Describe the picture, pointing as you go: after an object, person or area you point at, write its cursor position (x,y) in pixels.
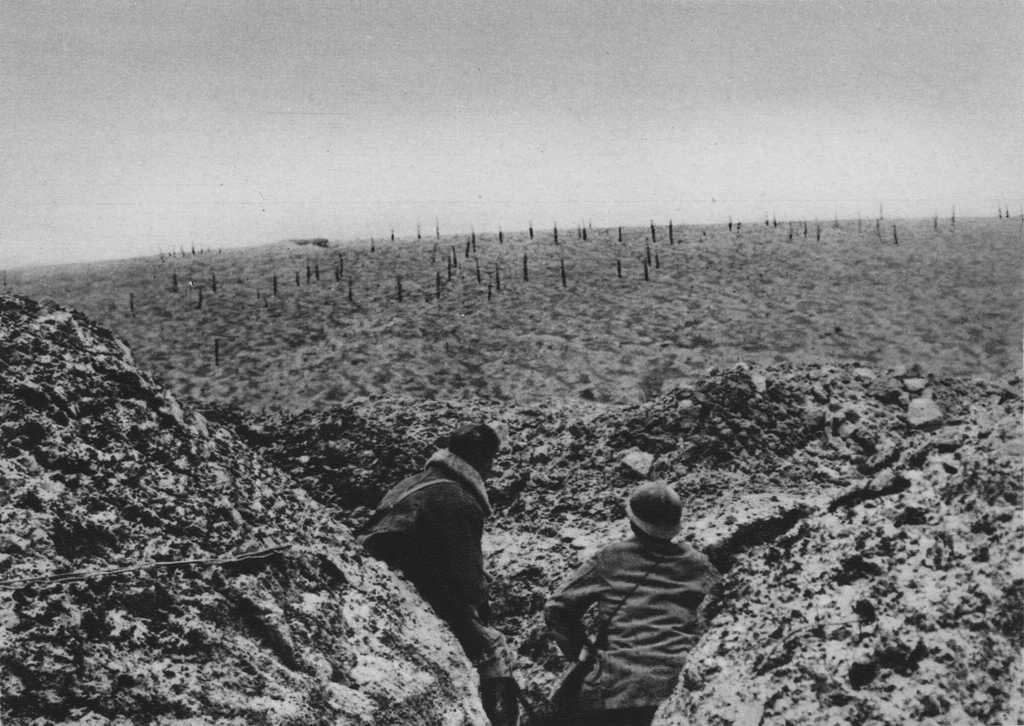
This is black and white image where we can see two persons (608,580). In the middle of the image (480,345) vast land (637,301) is there with poles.
